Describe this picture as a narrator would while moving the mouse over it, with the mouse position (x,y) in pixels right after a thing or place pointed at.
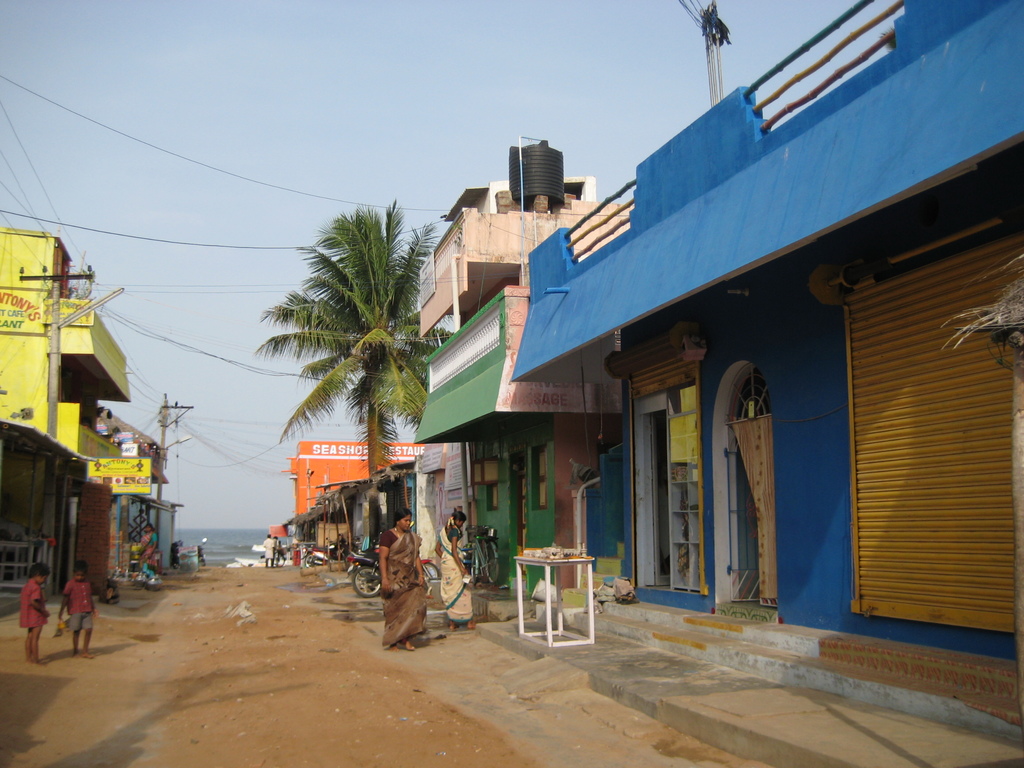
In the picture I can see people (418,578) standing on the ground (404,679), a tree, wires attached to poles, a shutter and some other objects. In the background (281,569) I can see vehicles (314,560) on the ground (563,716) and the sky (201,280).
